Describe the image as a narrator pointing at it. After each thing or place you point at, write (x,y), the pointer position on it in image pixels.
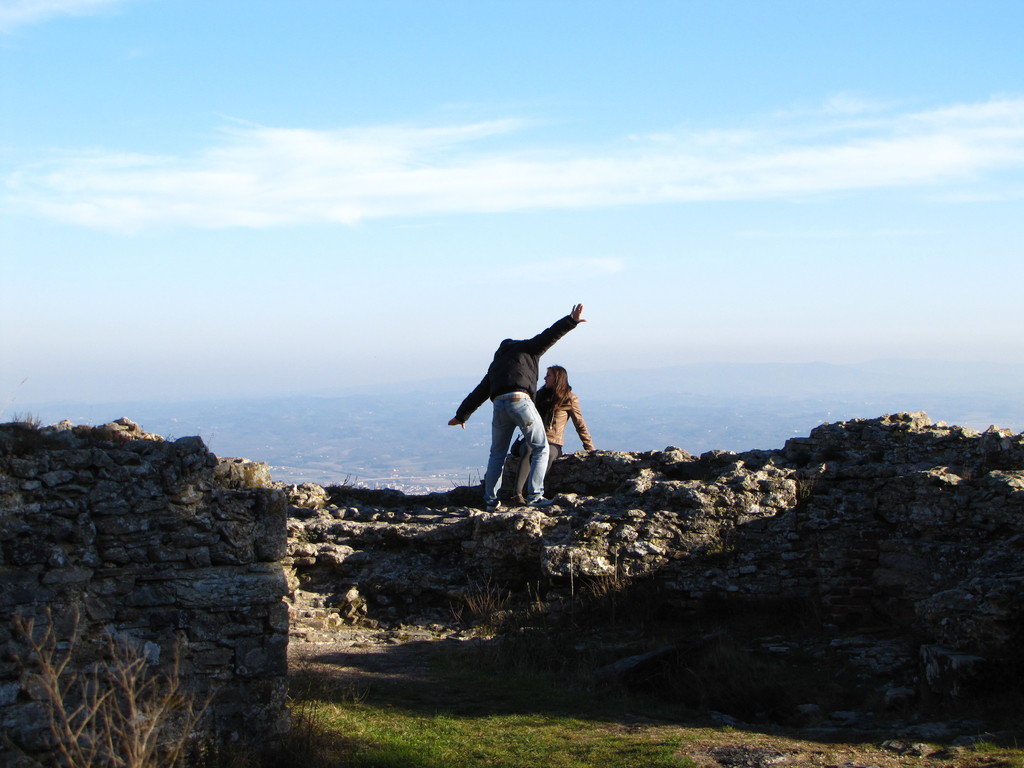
In this image we can see there is a person (527,453) sitting on the rock (486,564) and the other person (514,375) standing. And there is a wall (215,623), plant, grass (637,708) and the cloudy sky (497,306).
